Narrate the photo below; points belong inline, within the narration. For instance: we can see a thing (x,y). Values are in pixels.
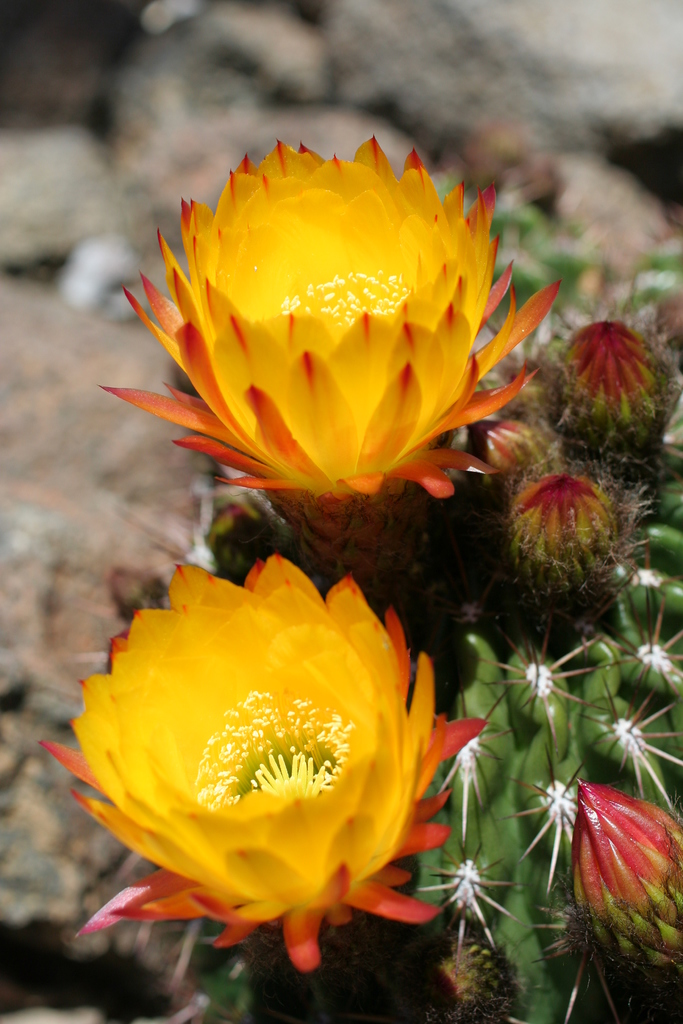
In this image there are two large flowered cactus plants (381,533) with thorns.
